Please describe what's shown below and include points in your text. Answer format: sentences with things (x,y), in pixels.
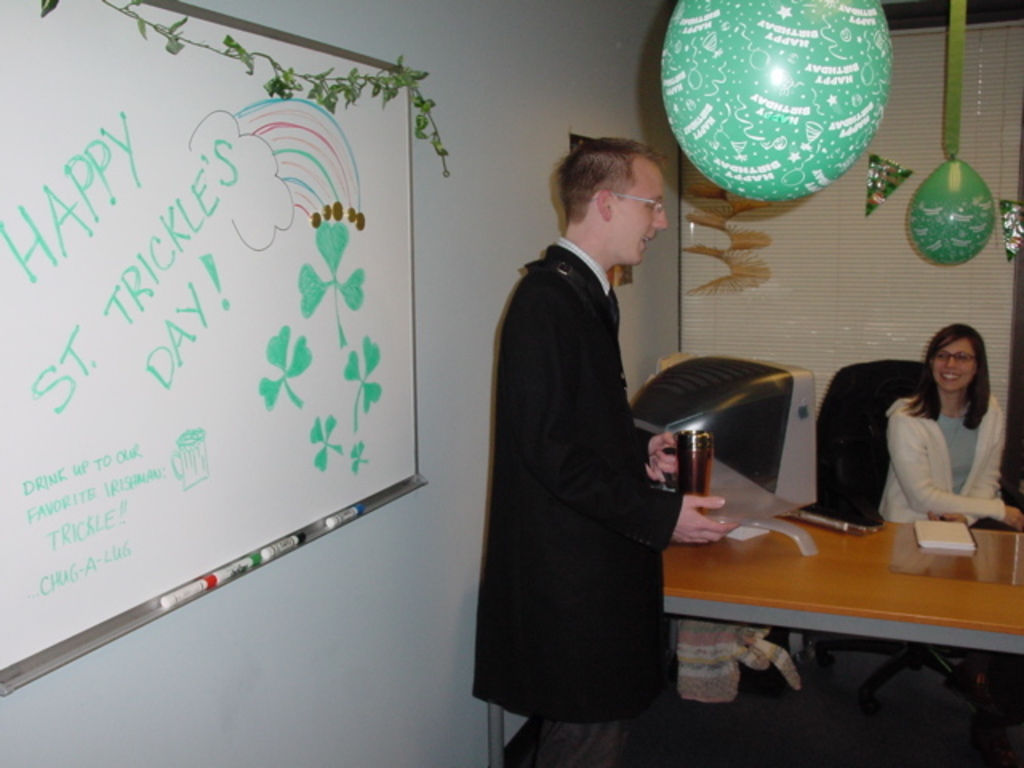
In this picture there is a person (503,331) who is standing in front of the board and there are some balloons (747,155) on the roof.
